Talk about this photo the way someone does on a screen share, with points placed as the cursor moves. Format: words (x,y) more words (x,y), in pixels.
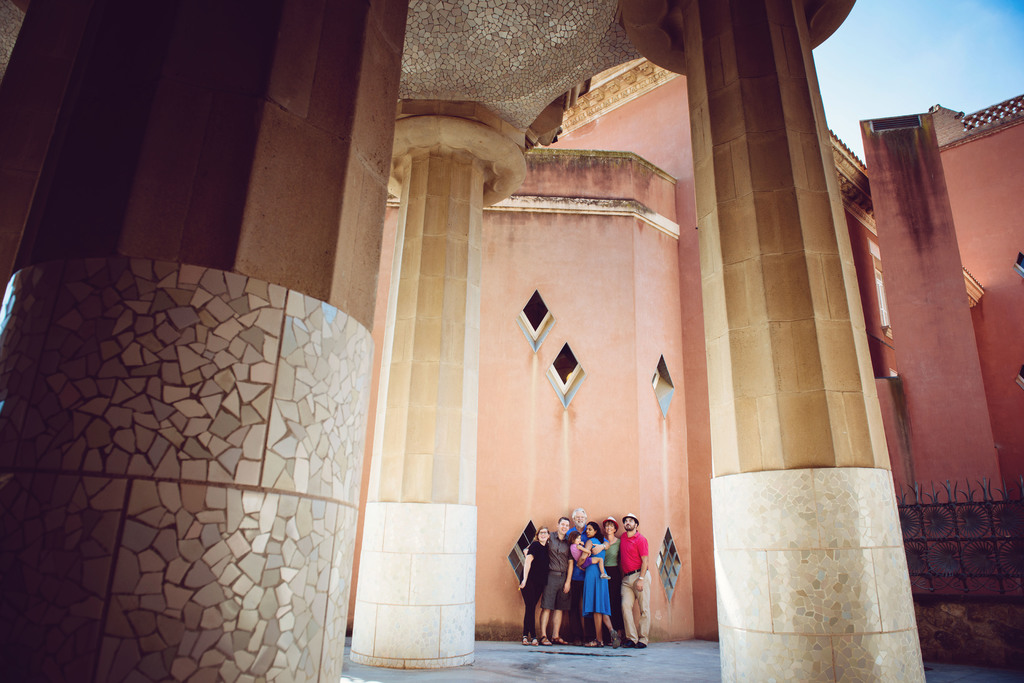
There are group of persons (571,566) in different color dresses (641,556), standing, near a wall (530,372) of the building (622,155). In front of them, there are pillars (839,433). In the background (952,59), there are clouds (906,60) in the blue sky (960,59).
